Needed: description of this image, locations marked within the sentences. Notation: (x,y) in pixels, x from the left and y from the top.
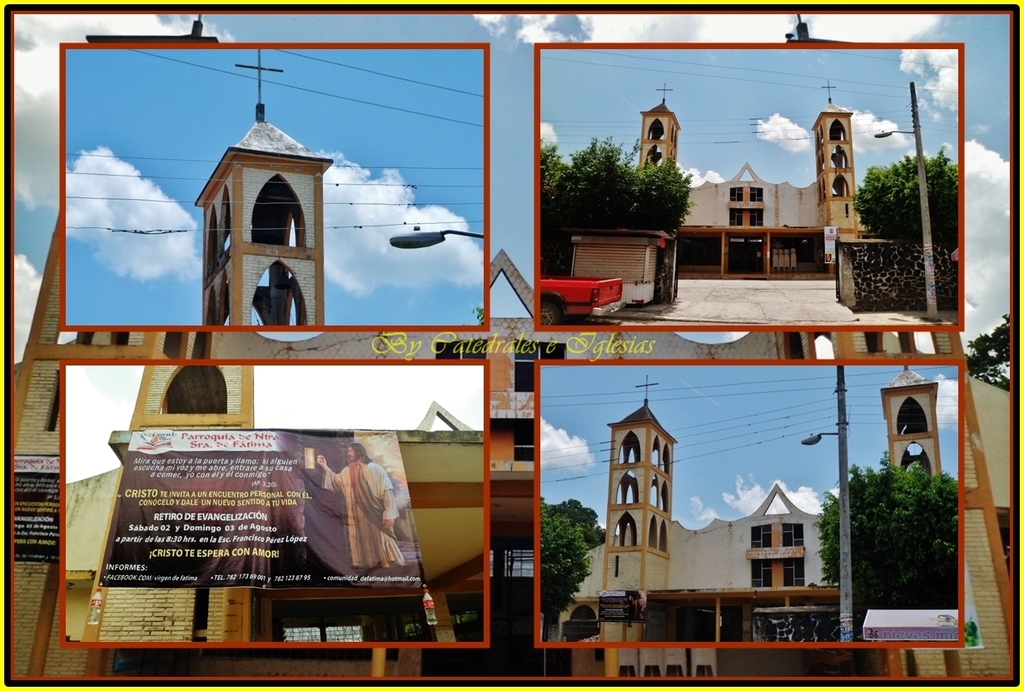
I see the collage of pics in this image and I see the buildings (750,240) and I see a banner (221,481) over here on which there are words (278,495) written and I see a man (369,524) over here and I can also see the wires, a light pole (936,306), trees (884,176) and the sky (342,250).
